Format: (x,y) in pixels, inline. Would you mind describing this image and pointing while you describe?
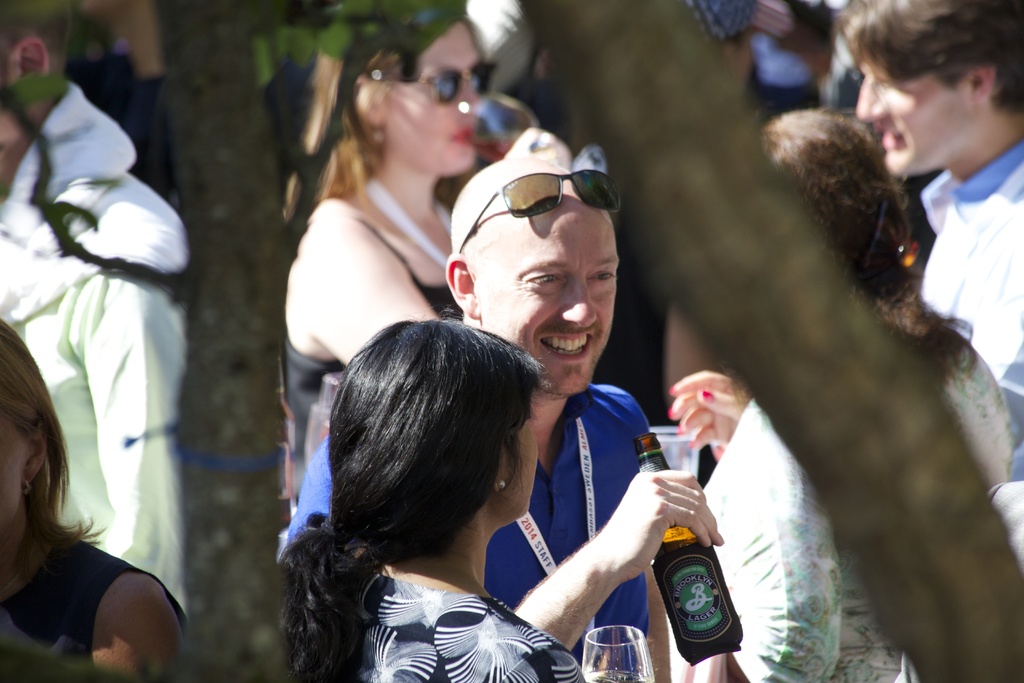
In this image, there are group of people (518,641) standing and talking and holding a beer bottle (705,588) in their hands (649,515). On both side left and right, tree trunk (805,298) is visible. This image is taken during a sunny day.
